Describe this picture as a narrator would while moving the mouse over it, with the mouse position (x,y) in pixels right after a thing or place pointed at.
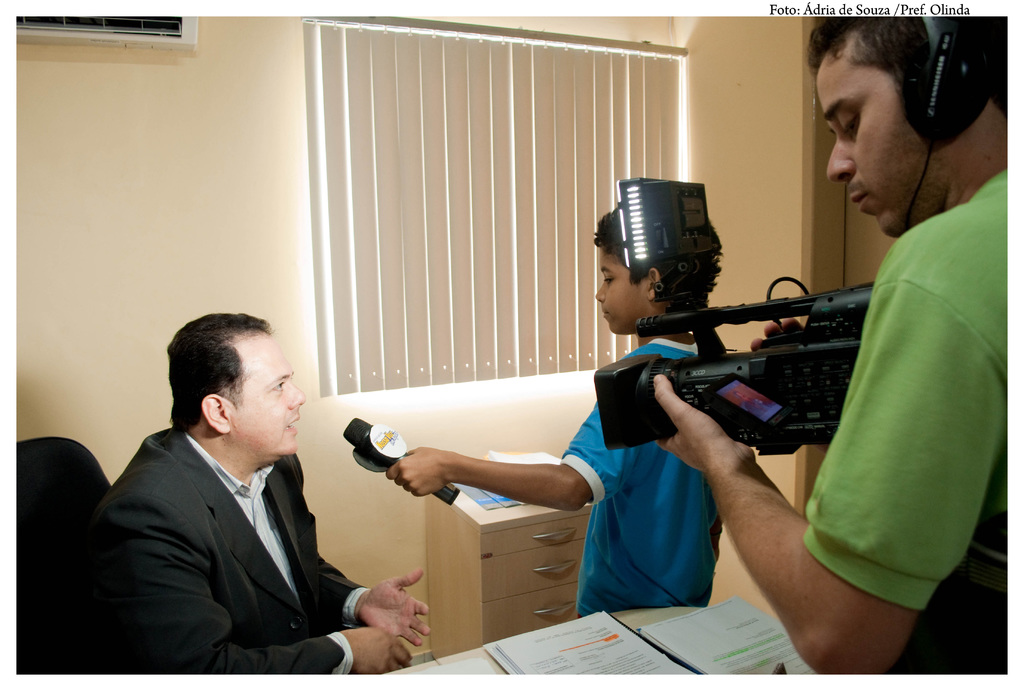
In this image there is a person (218,403) sitting and talking, there is a person (655,493) standing and holding a microphone (377,442), there is a person (914,285) truncated towards the right of the image (920,220), there is a person (880,535) holding a camera (713,378), there are papers (622,649) truncated towards the bottom of the image (624,654), there are papers (669,626) on the table (653,617), there is a chair (42,507) truncated towards the left of the image (68,470), there is a wall (173,115), there is an object (73,33) truncated towards the top of the image (122,28), there is an object (509,580) on the ground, there are blinds (483,198), there is text (843,13).
